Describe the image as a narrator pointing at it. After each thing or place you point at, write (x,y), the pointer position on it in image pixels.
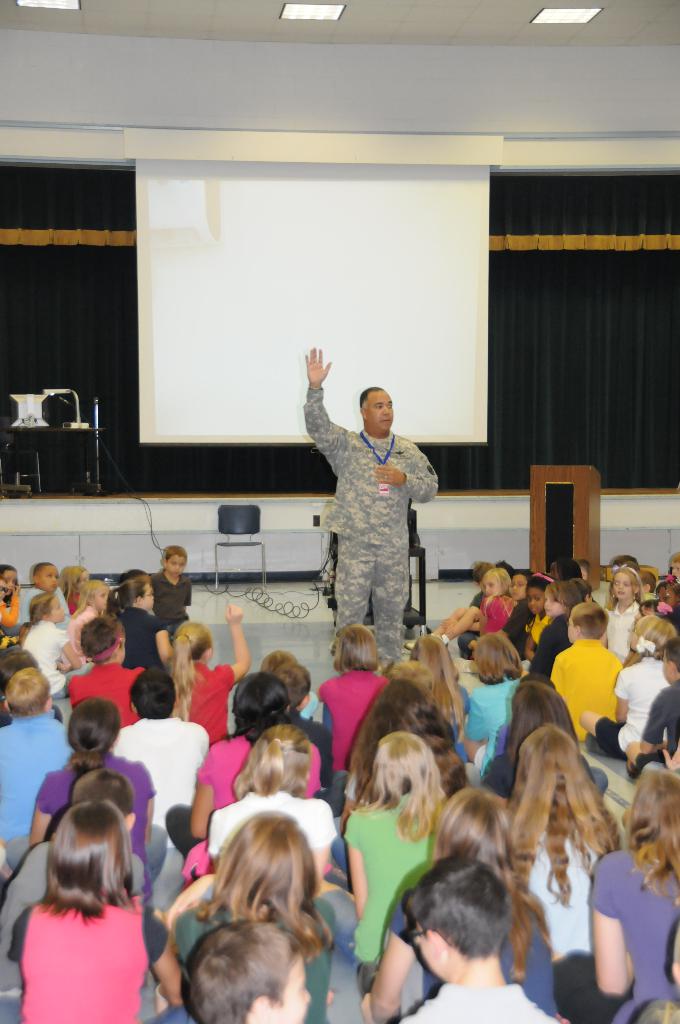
In this image I can see group of people (329,846) sitting. Background (363,555) the person (346,483) is standing and wearing a military dress (368,562), I can see few chairs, a board (278,180) in white color and curtains (78,292) in black color.
